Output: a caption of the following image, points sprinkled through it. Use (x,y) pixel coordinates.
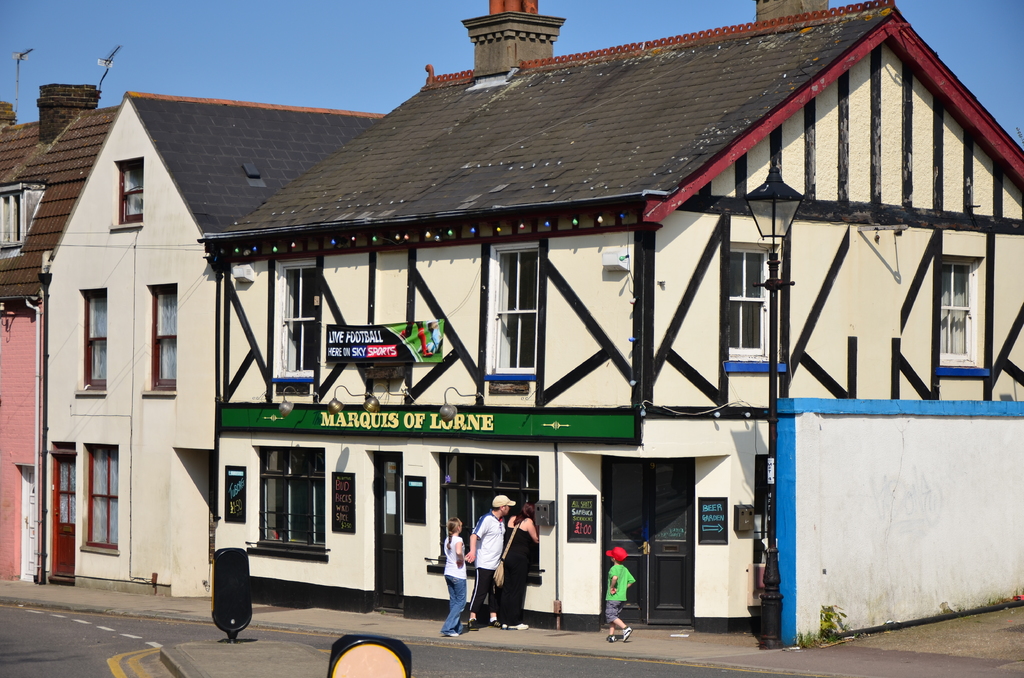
In the foreground (373,552), I can see four persons (454,634) on the road (396,625) and boards (438,434), buildings (494,318) and windows (516,295). In the background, I can see the sky (16,13). This image might be taken in a day.
